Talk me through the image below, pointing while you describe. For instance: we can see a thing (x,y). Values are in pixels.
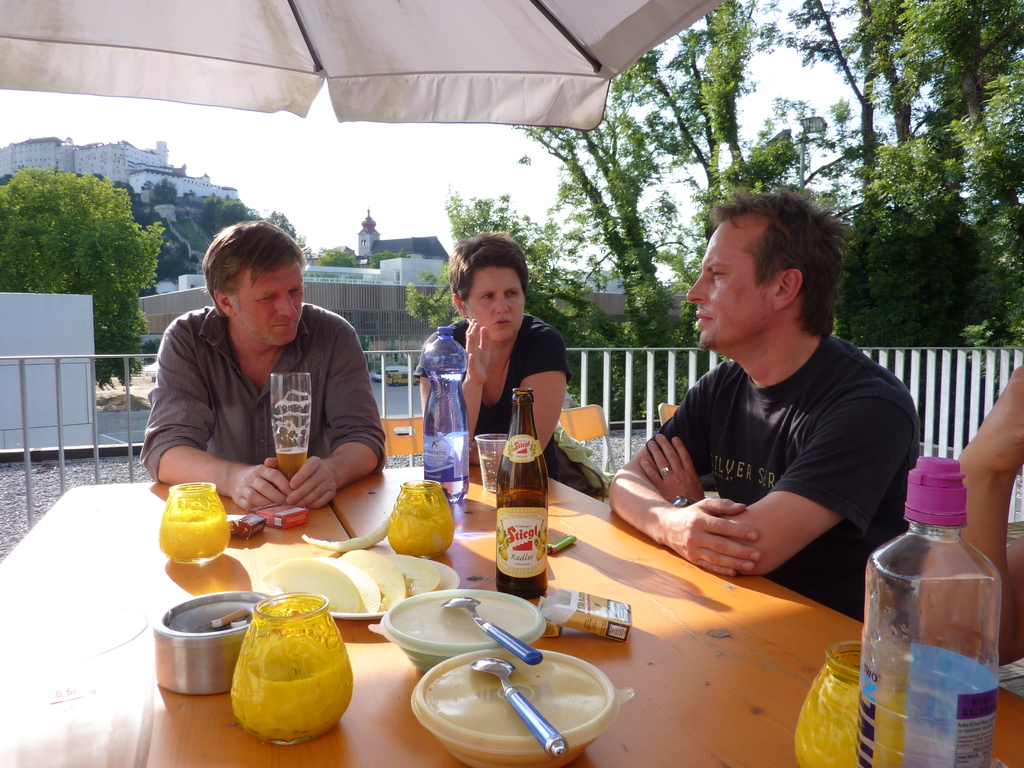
There are four people (772,481) sitting around the table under the tent (271,78). The women (505,329) with black t-shirt (542,345) is talking and the men (718,335) beside the women (536,356) are listening. There are plates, boxes (509,722), spoons (535,722), ashtray (199,602) on the table (92,570). At the background (124,439) there is a road (387,402), there is a tree (941,282) at the right of the image (946,287), there is a building (62,157) at the back (84,160), at the top (282,149) there is a sky (368,144) and city (102,156) seems very sunny.
